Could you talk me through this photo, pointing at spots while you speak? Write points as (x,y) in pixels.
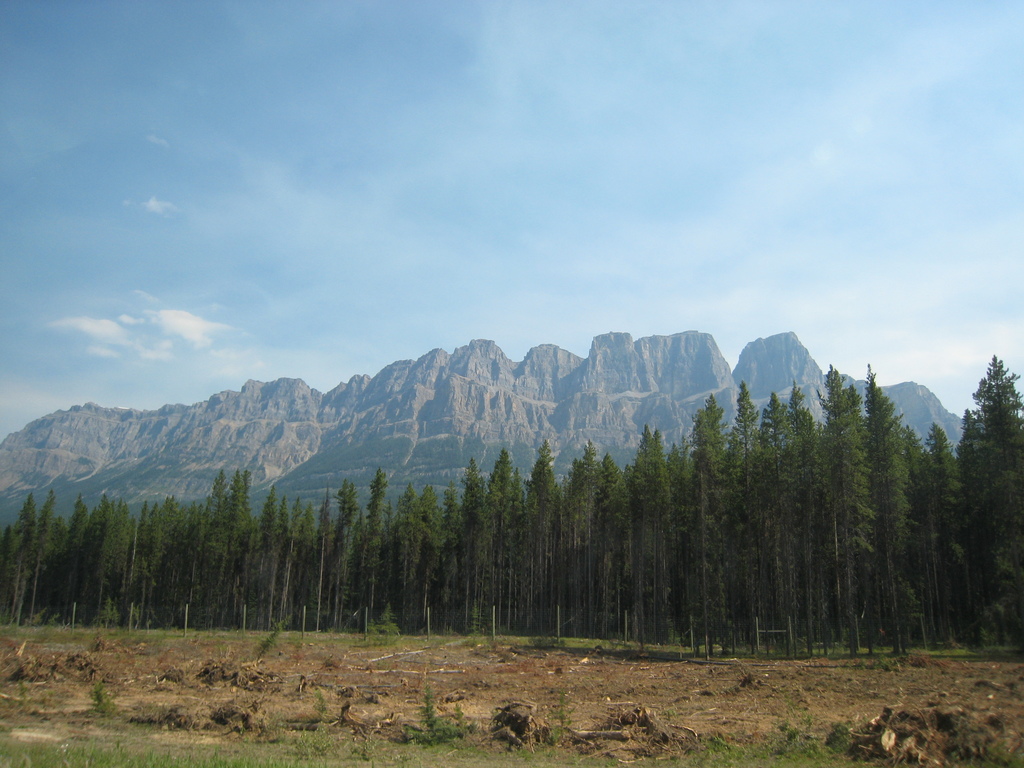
In this image there is a field (308,720), in the background (1010,637) there is fencing (634,638), trees (656,558), mountain (281,421) and a blue sky (586,187).
